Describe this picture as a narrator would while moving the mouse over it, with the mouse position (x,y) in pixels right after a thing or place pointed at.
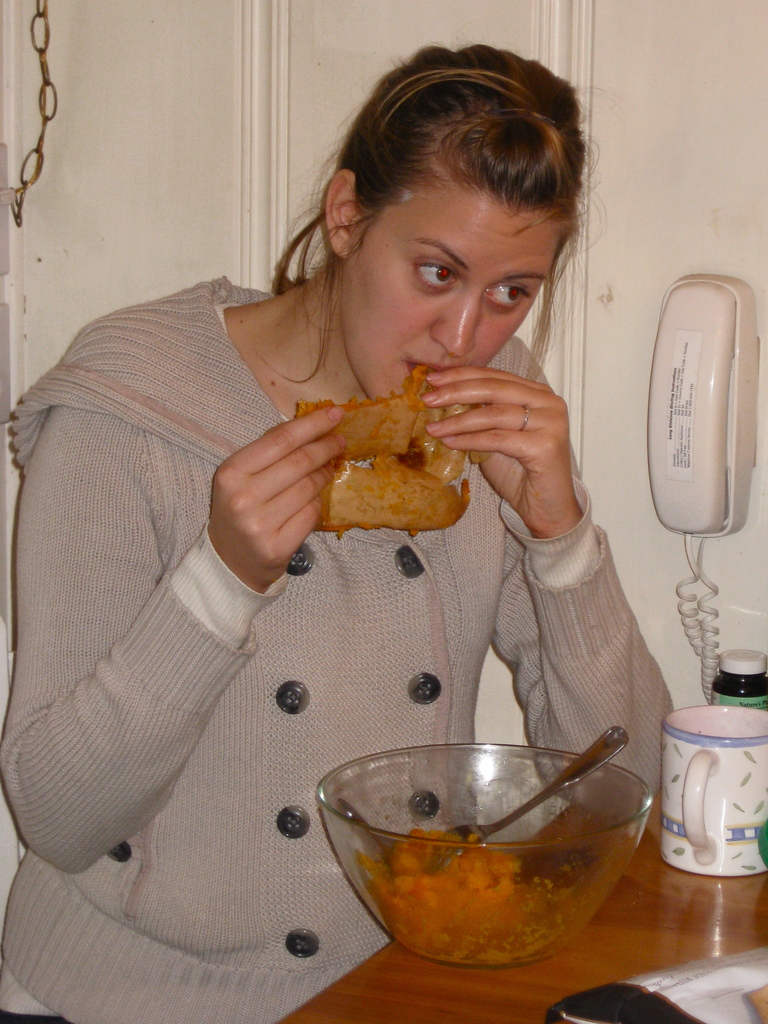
In this image we can see a lady person (203,652) eating some food item (413,468), there is some food item (492,926) in a bowl (486,912), there is coffee glass (744,764) and some other item (735,687) on table (711,917) and in the background of the image (714,452) there is a telephone (674,402) which is attached to the wall (597,270) and there is a door (150,145).
